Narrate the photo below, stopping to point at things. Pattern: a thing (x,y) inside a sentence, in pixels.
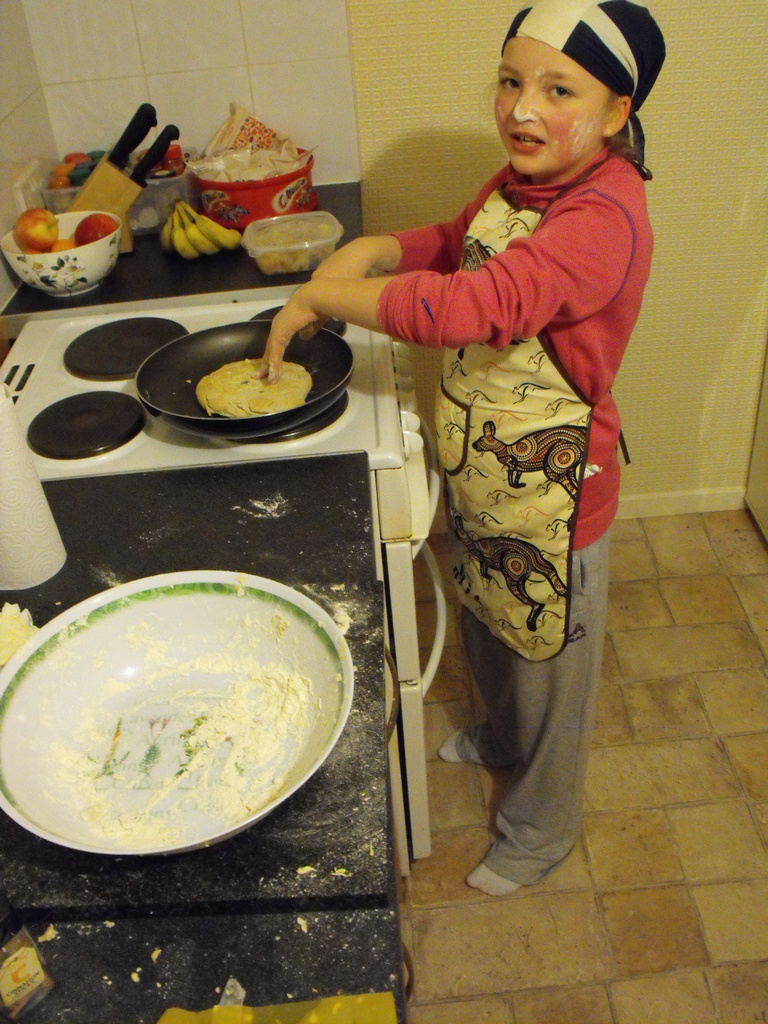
In this image we can see a person (562,272) wearing dress (506,556) and cap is standing on the floor (664,879). To the left side of the image (229,230) we can see a pan (336,376) containing food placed on the stove (388,562), group of bowls (231,714), plate (266,622), knives (147,171) and some fruits (196,232) placed on the counter top (305,936). In the background (738,312), we can see the wall (495,42).
